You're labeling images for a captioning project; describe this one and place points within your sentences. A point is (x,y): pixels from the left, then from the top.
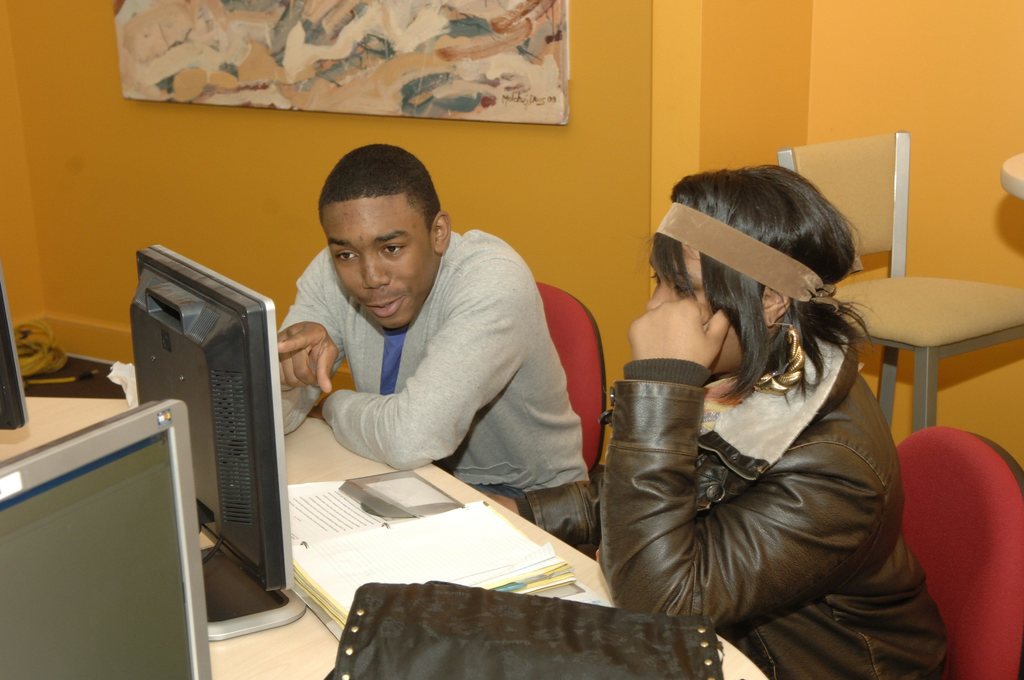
In this picture there are two persons (318,370) sitting on the chair (959,606), there is a table (311,626) in front of them, there is a monitor (235,494), a book (508,549), a bag (538,639). Both of them are staring at the computer (215,411). In the backdrop (87,158) there is a wall (47,49) with a photo frame (329,46).
